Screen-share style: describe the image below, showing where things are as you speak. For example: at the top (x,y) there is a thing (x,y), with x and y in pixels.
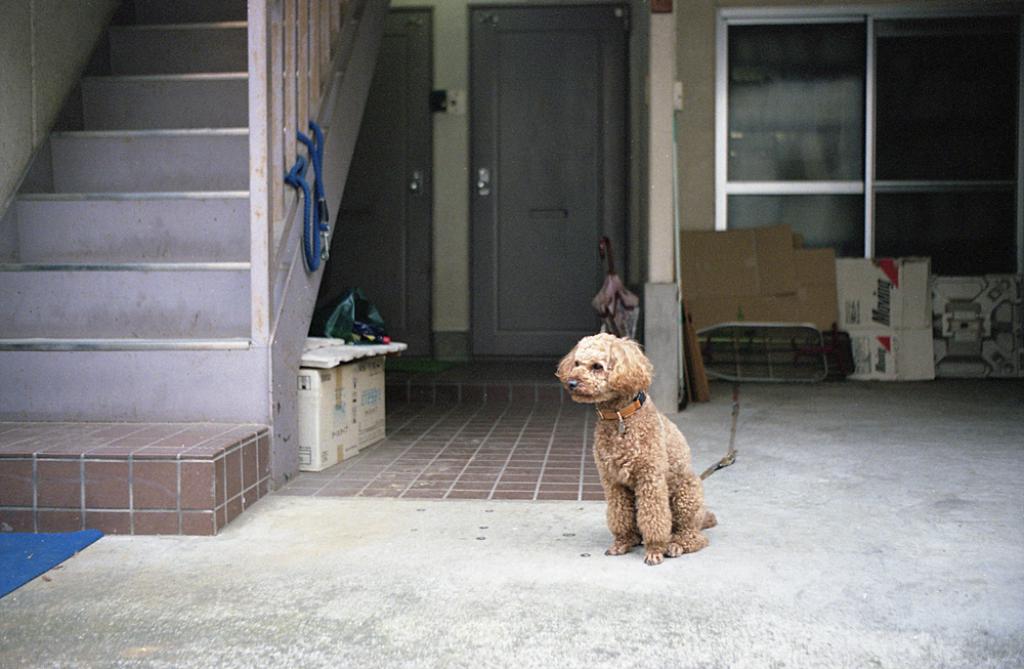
In this picture we can see a dog (637,488) on the ground (760,425). We can see a few objects (730,317), umbrella (623,284) and boxes (760,272) on the ground (365,568). There is a blue object (55,562) on the left side (17,540). We can see a few stairs (204,186) and ropes (320,195). There are doors (477,112), door handles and a few glass objects (825,76) visible in the background (847,75).
